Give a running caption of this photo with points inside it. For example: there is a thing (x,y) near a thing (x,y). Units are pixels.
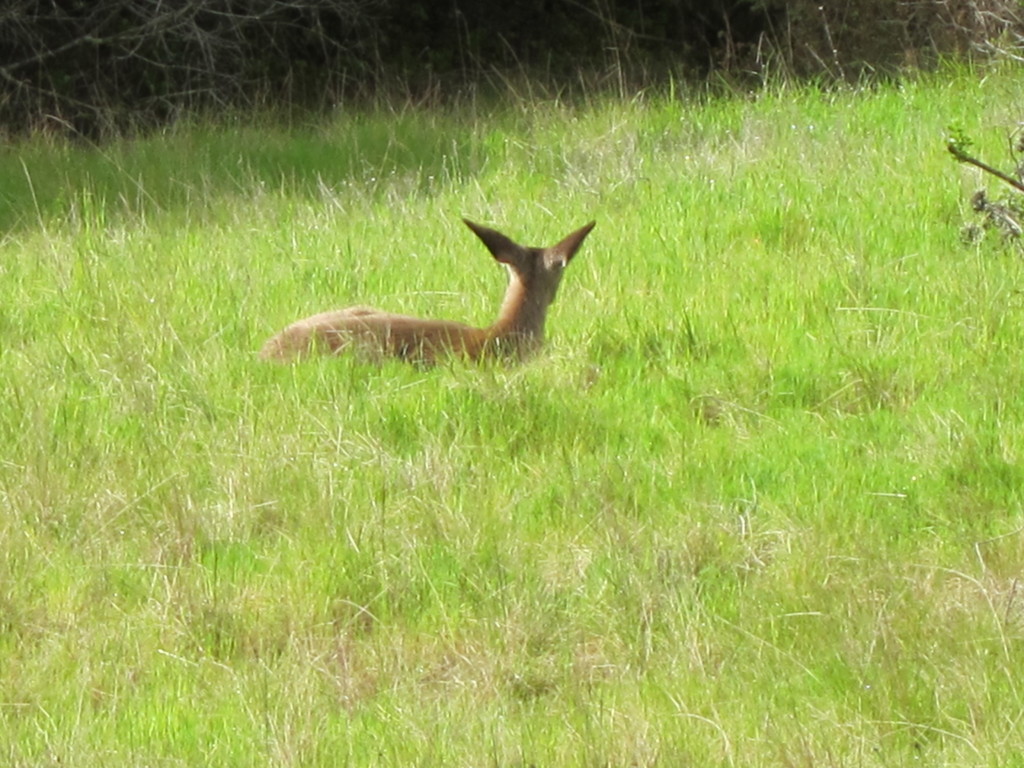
An animal (512,305) is sitting in this green color grass (398,463).
